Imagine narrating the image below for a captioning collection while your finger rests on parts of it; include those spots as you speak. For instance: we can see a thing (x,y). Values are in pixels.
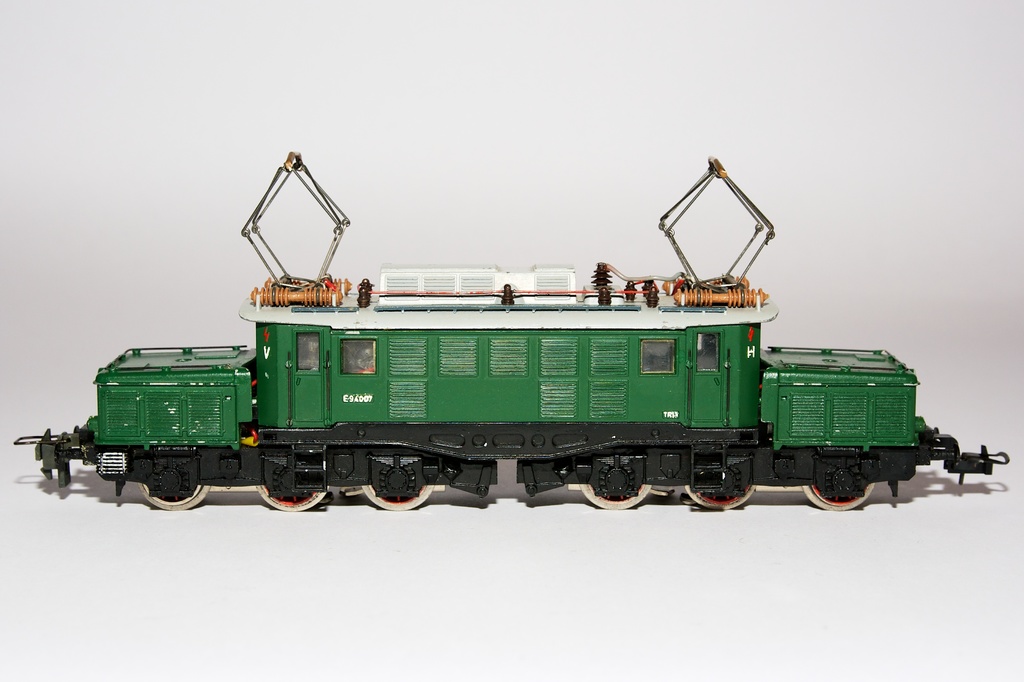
In this image I can see a train (617,464) which is in black, green and white color. Background (471,62) is white in color.
